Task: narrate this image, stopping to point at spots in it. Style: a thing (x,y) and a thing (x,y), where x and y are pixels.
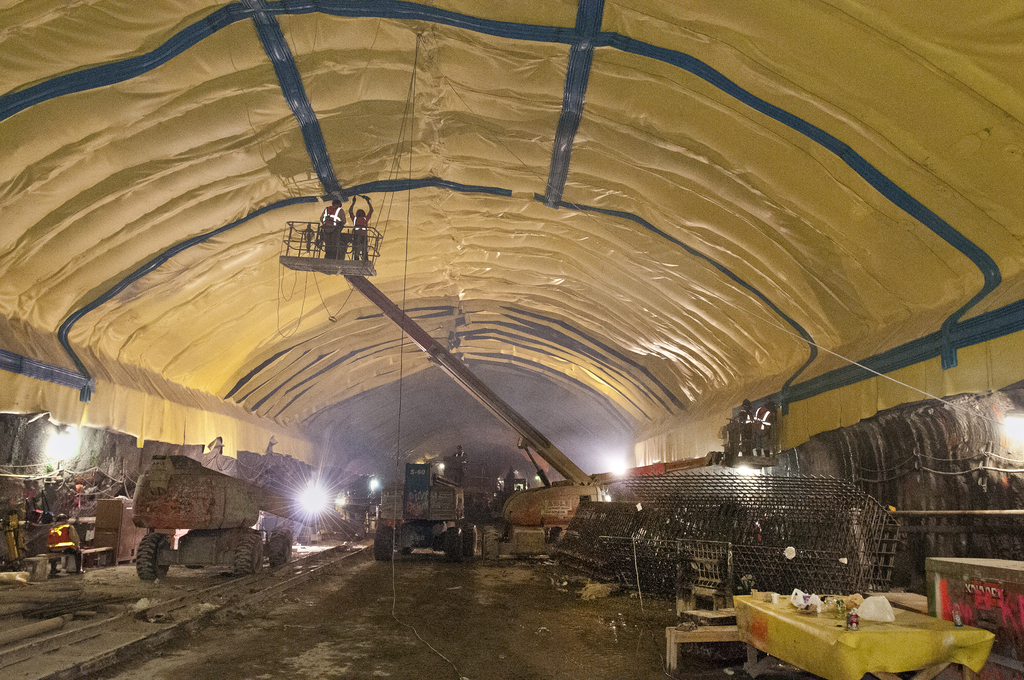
This is clicked inside a tunnel (207,111), there are vehicles (227,507) on the land (482,577) with equipments (885,571) on either side and lights (52,454) in the background (301,501).
